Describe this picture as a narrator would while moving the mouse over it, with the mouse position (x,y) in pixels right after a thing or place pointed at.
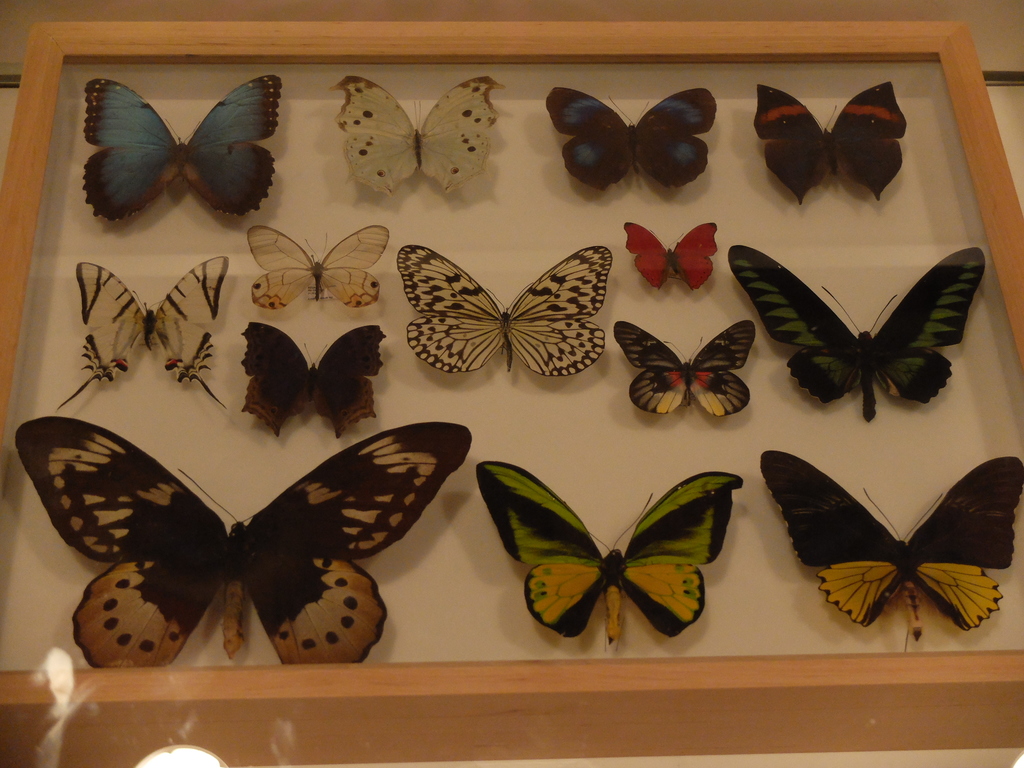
In this picture we can see few butterflies (290,278) in the box (513,272).
